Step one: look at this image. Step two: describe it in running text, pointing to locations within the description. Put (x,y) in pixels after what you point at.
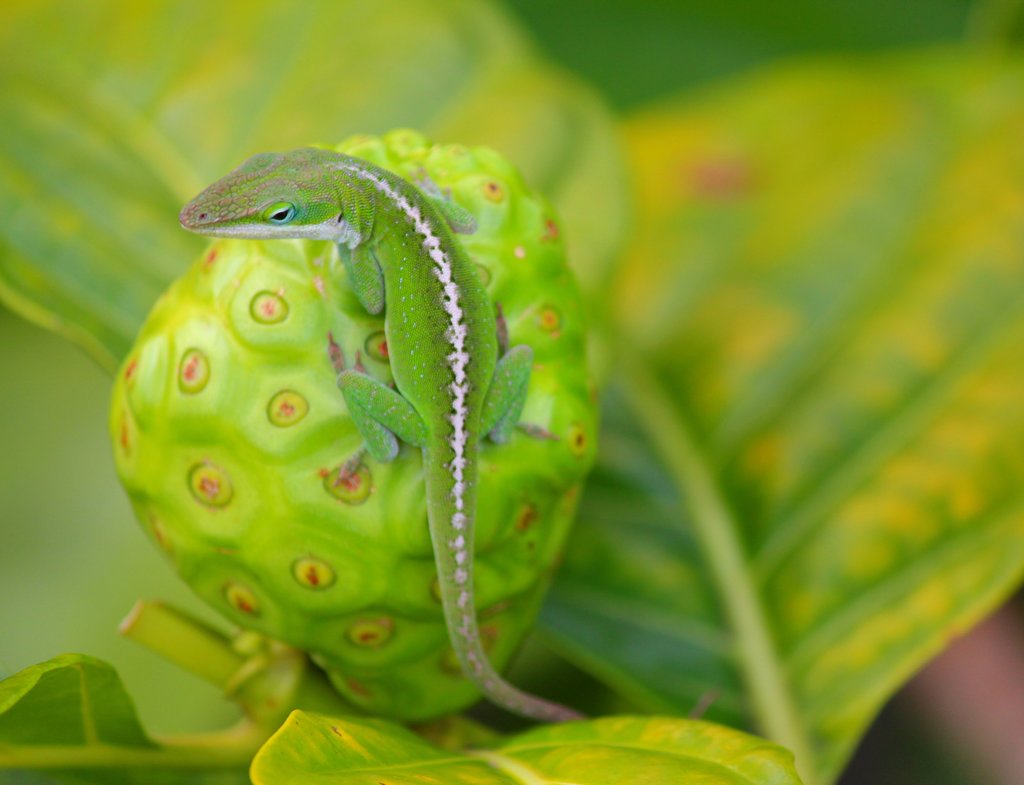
In this image in the front (398,357) there is a lizard (435,396) on the bud (302,422) of a flower (266,433) which is in the front (332,398) and the background (917,417) is blurry.
